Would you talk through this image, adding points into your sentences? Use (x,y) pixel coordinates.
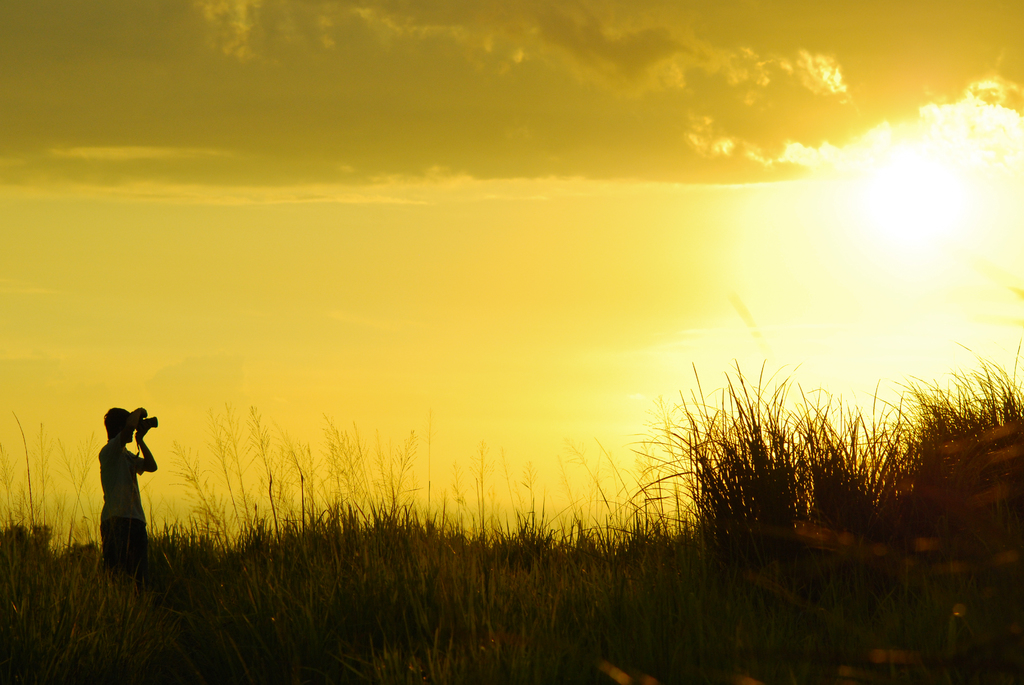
In this picture there is a person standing and holding a camera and we can see grass (507,551). In the background of the image (574,295) we can see the sky (530,311) with clouds (587,150).
